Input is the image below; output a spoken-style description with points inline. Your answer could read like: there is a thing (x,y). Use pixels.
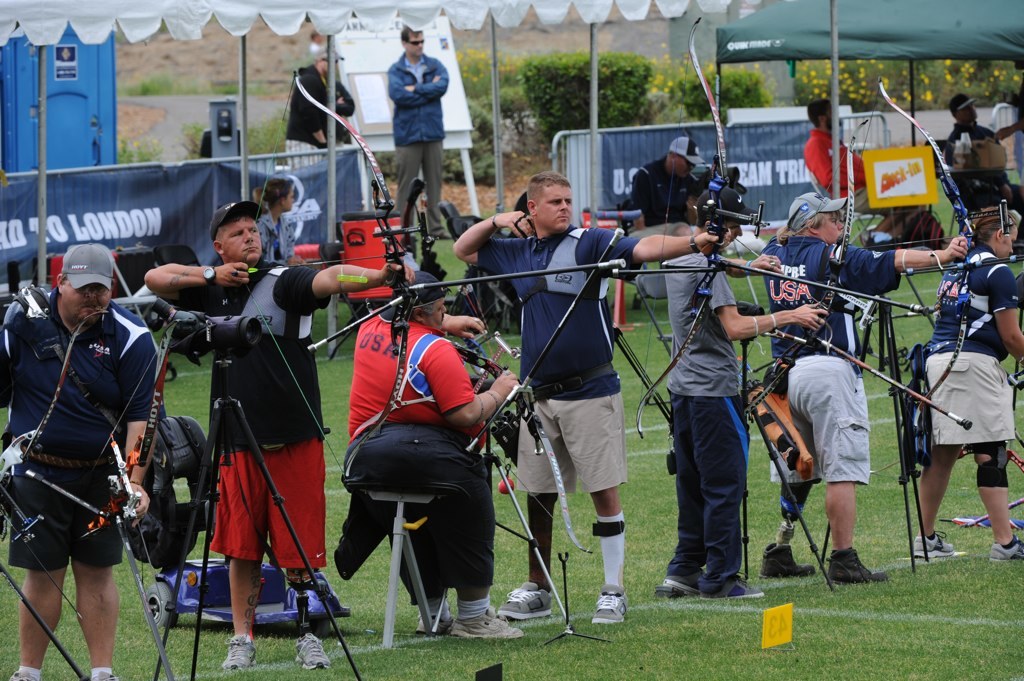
In the picture we can see a grass surface ground (955,502) and on it we can see some people (983,411) are practicing a bow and arrow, they are in a sports wear (357,393) and behind them we can see two people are sitting in the chairs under the tent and two people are standing near the railing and behind them we can see a white color board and beside it we can see plants (501,101) and hill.
